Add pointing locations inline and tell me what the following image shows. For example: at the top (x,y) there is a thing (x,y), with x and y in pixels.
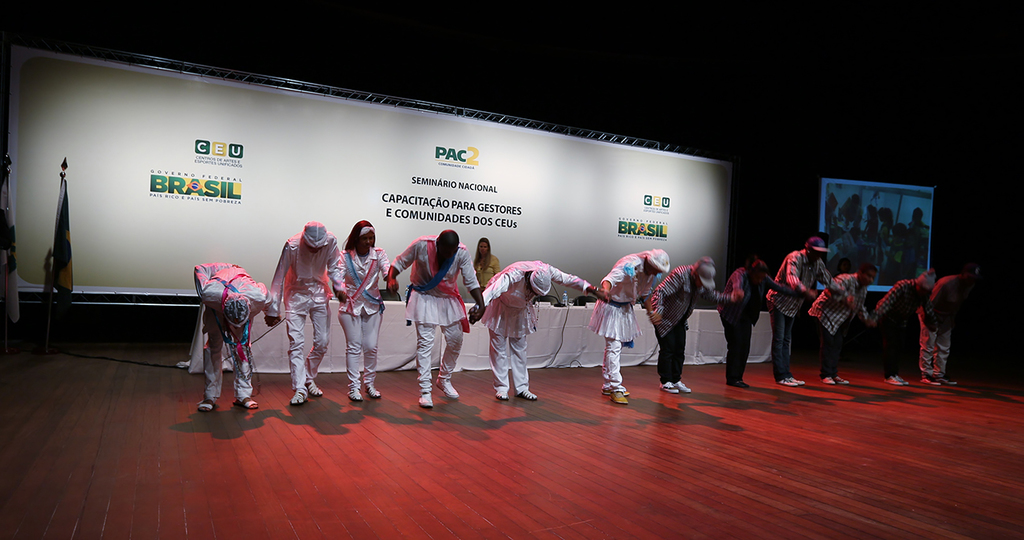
In this image in front there are people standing on the floor (495,466). Behind them there is a table (570,332) and on top of it there are few objects (555,305). On the left side of the image (11,255) there are flags (4,237). In the background of the image (382,167) there is a banner (463,184). There is a screen (891,203).
